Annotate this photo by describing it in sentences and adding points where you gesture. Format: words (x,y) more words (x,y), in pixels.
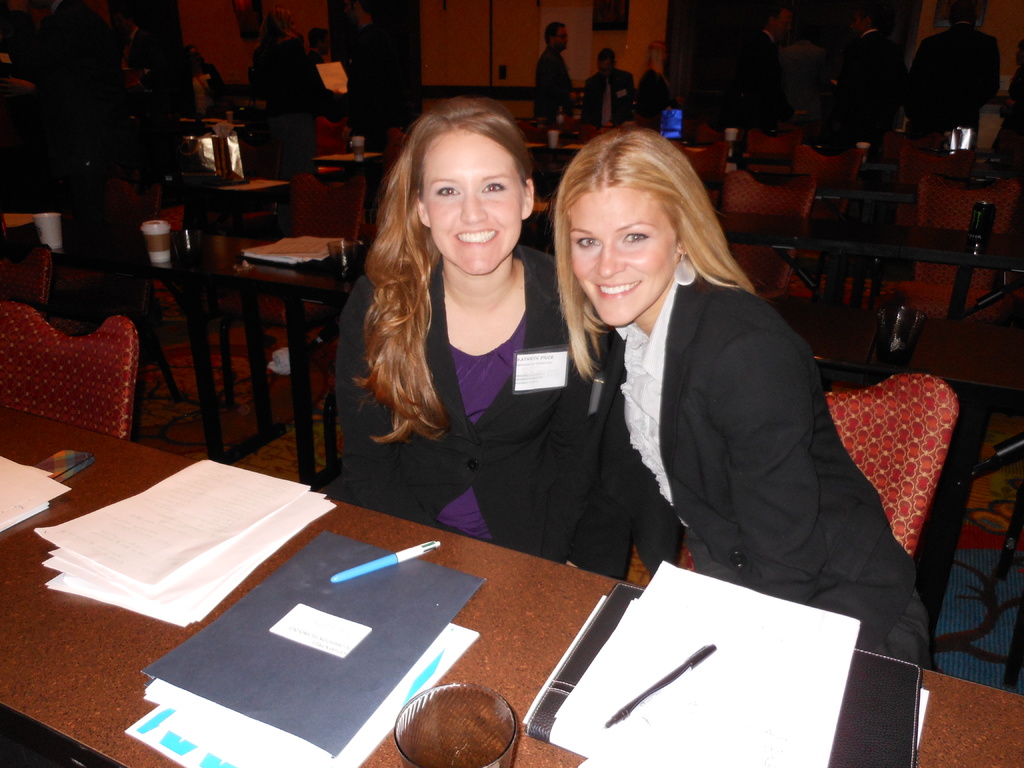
In this picture there are two women (519,163) sitting on the chair (908,435) and smiling. There have a table (535,591) in front of them which has some paper (158,579), books (382,611) and pens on it.
